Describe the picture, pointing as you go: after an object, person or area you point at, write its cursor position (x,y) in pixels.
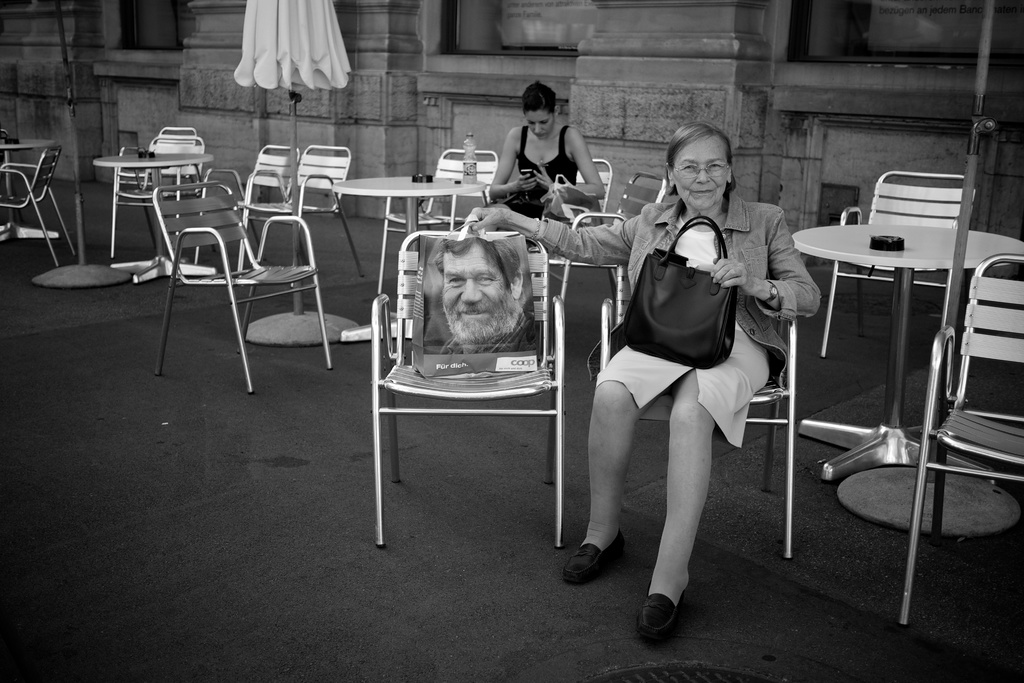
On the right side (757,215), there is a woman (763,239) keeping a bag (721,350) on her lap (647,371), holding her bag (692,289) and holding another bag (441,342) which is on another chair (496,378) and there is a chair (487,393) arranged. In the background (564,145), there is another woman (545,146) sitting on a chair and holding a mobile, there are chairs (900,218) and tables (942,235) arranged, there is a wall (537,63) and there is a white color object (336,43).
